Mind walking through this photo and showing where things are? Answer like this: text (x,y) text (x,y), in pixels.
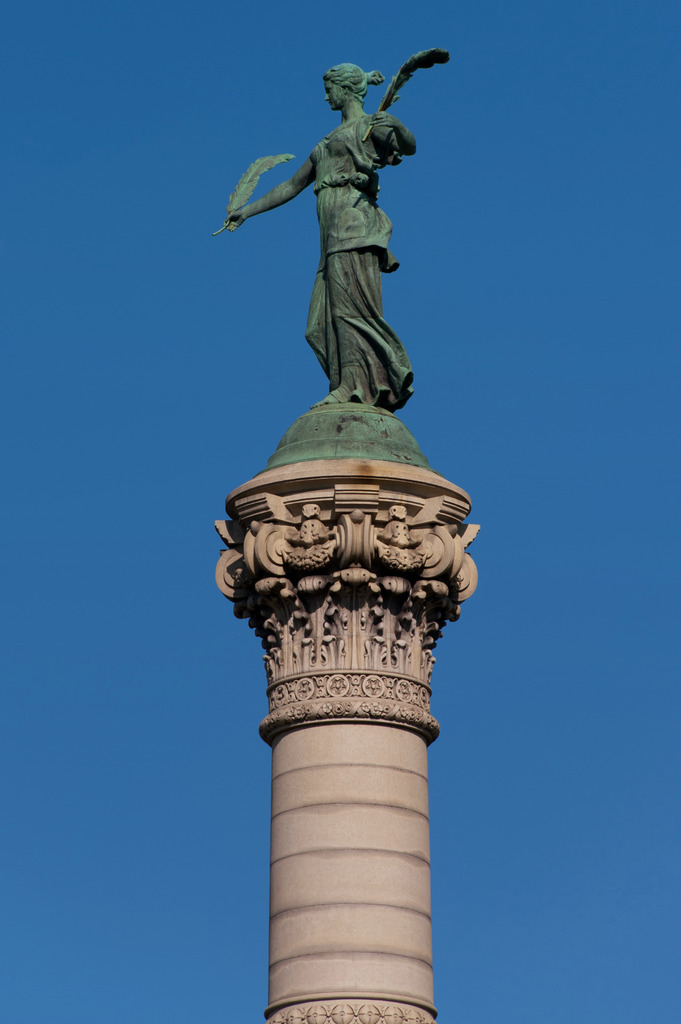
In the image there is a pillar (317,740) with sculptures (311,602). On the top of the pillar (310,472) there is a statue (338,256). And there is blue color background (272,7).
